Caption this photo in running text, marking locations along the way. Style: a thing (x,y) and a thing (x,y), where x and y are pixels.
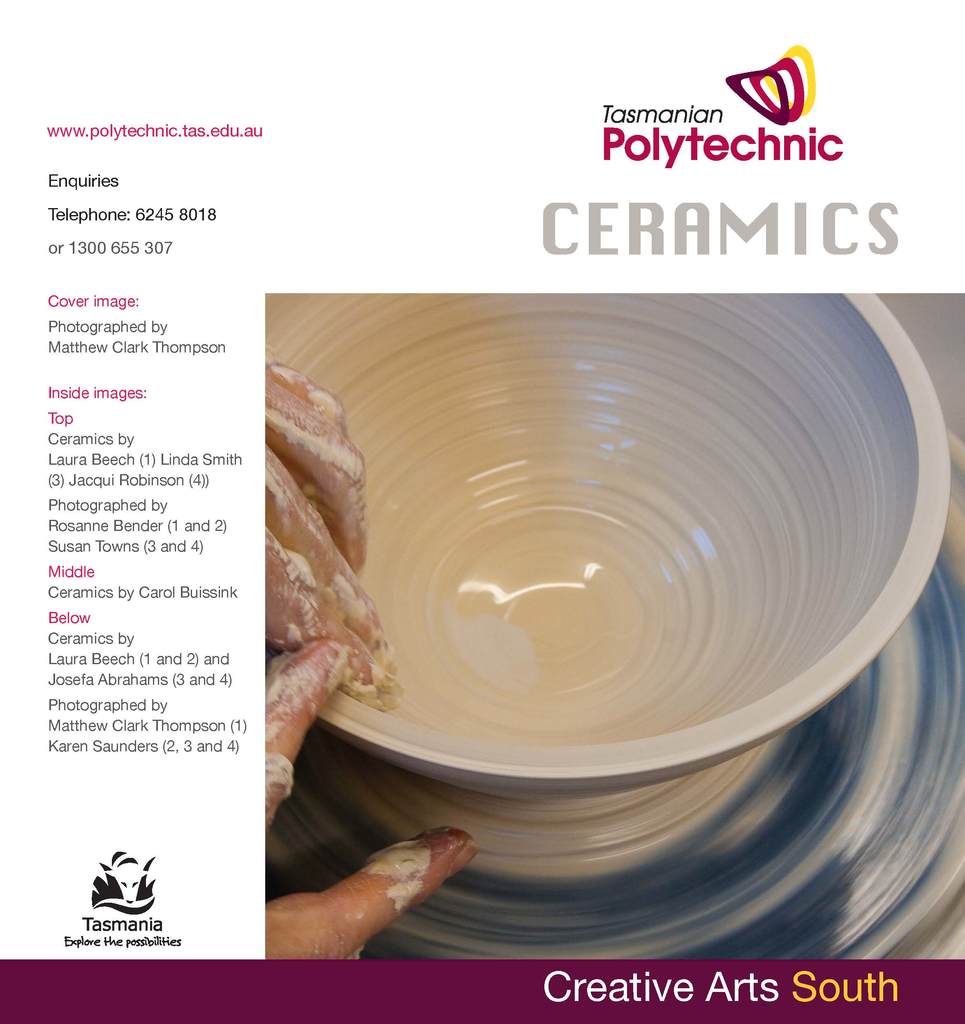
In this image we can see the poster (362,511), in that there is a bowl (568,564), there are hands (356,613) of a person (302,553), also we can see texts (108,746) and images (381,949) on the poster (534,674).
